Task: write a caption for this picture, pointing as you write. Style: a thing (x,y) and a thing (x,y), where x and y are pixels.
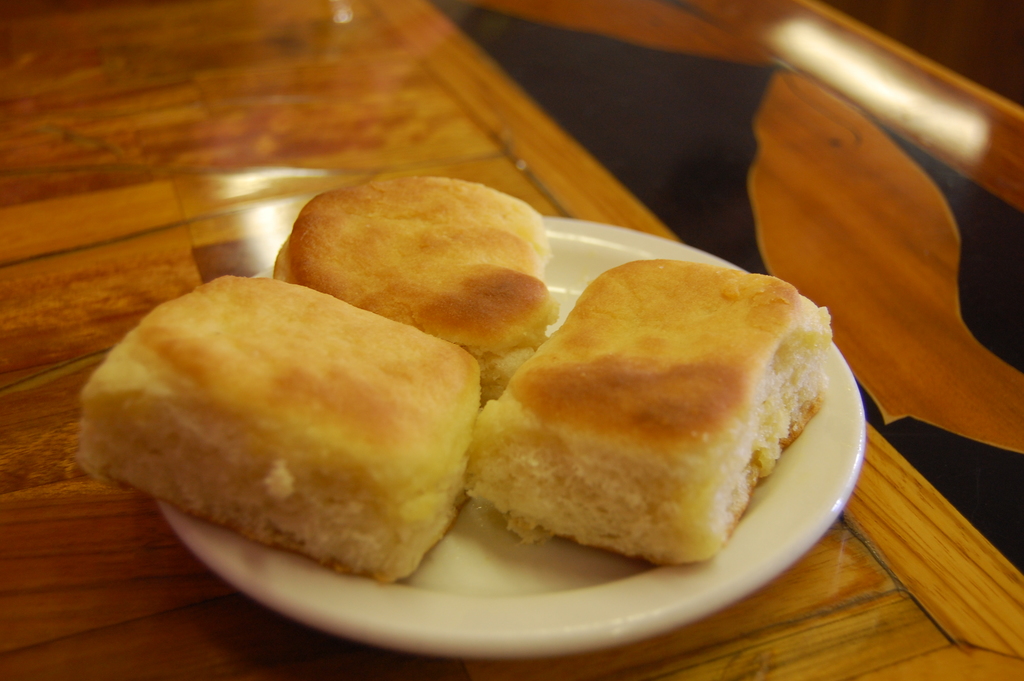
In this image we can see the food item (389,527) on a plate (686,582) and the plate (629,621) placed on the table (611,182).
